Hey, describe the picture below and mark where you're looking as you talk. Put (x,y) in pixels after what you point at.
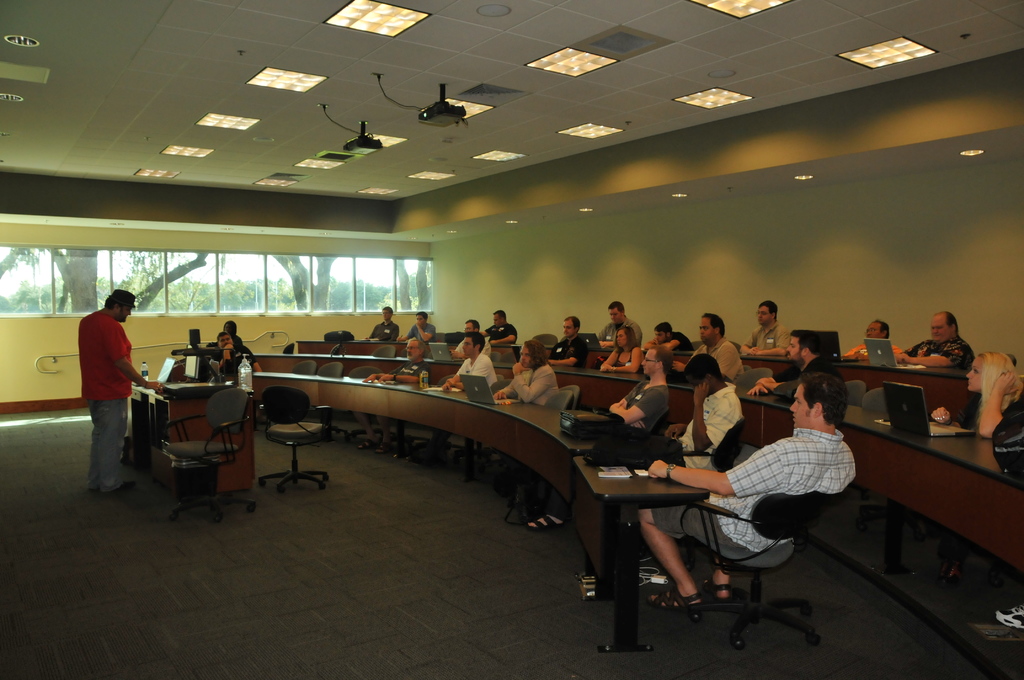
This is a conference hall (472,467) people (552,372) are sitting on the chair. On the table (519,415) they are having laptops (477,393), bags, water bottle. On the left (115,409) a person (98,342) is standing and explaining to the people (467,373) in front of him. On the roof (389,112) there are lights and projectors (363,153).
